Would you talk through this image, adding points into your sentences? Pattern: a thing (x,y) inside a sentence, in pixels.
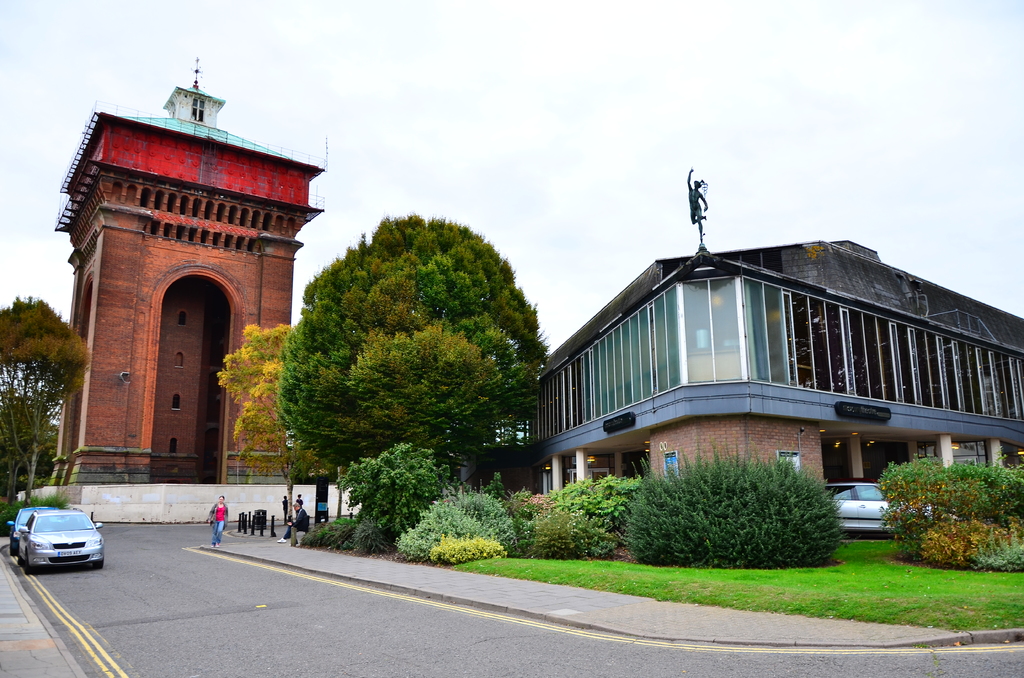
In this image there are buildings (728,292), in front of the buildings (222,402) there are trees (488,445), bushes (523,499) and grass (588,563) and there are few cars (37,551) parked on the road (276,587), there are few people (219,532) walking on the pavement (233,535).
